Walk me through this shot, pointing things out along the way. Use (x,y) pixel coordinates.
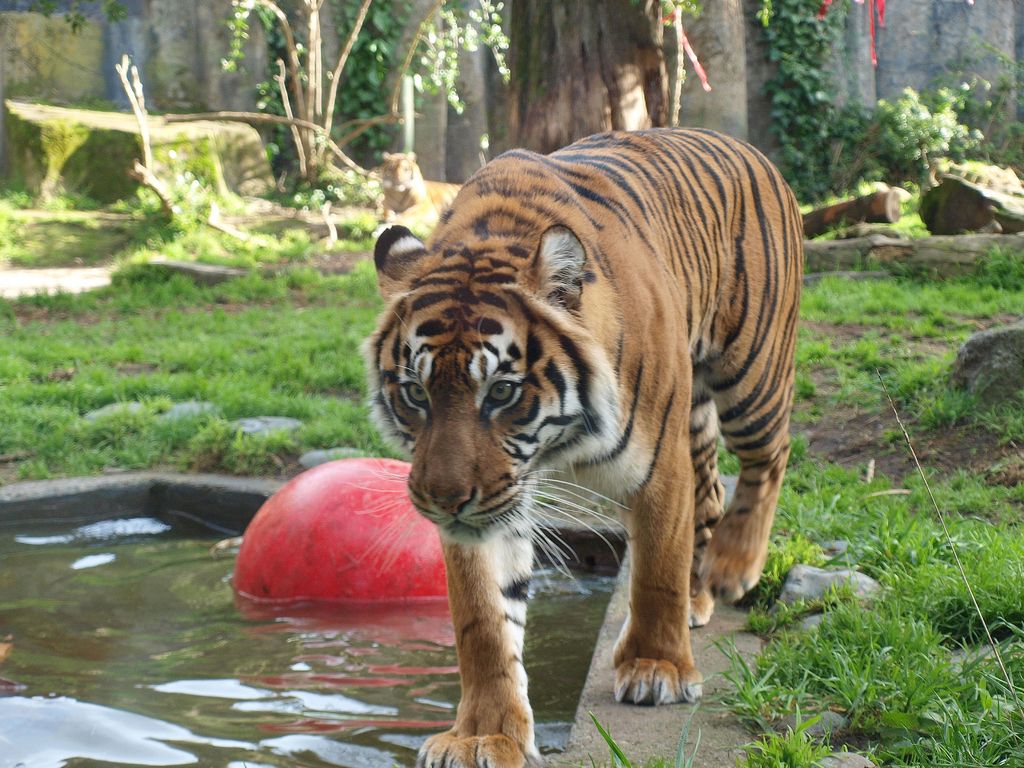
In this image I can see a tiger (560,357). On the left side (264,550) I can see a ball (310,580) in the water (241,660). I can see the grass (229,351). In the background (924,130), I can see the plants (828,128).
